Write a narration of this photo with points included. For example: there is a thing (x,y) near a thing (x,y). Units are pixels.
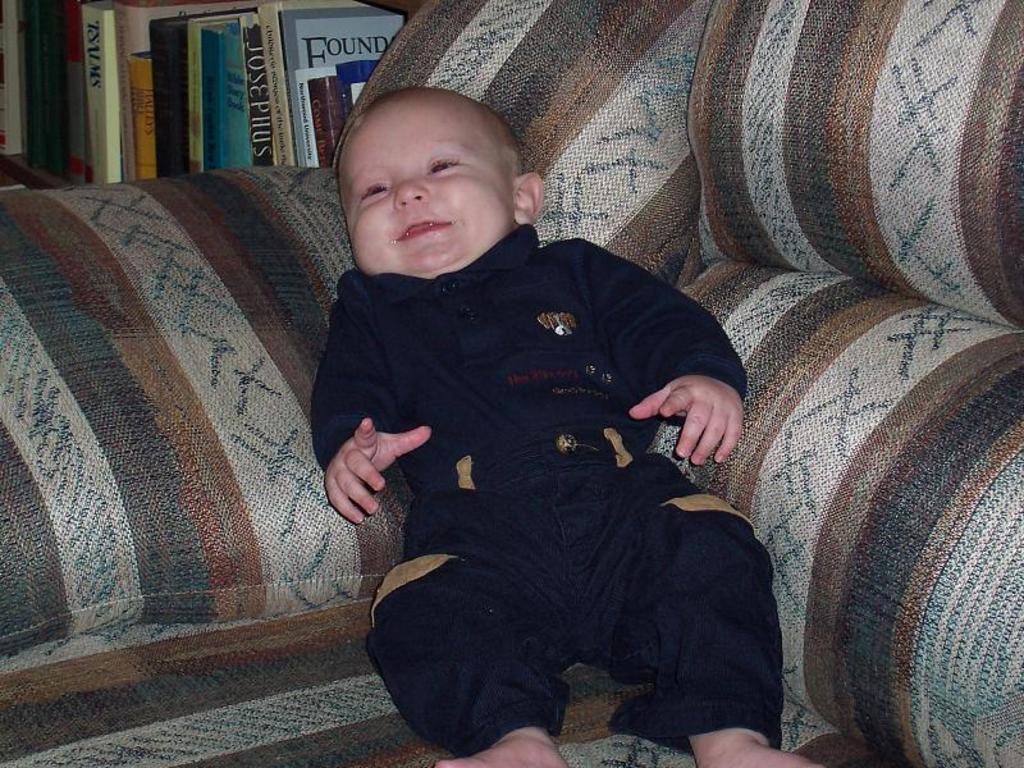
This image is taken indoors. In the background (203,84) there are many books (153,59). In the middle of the image (474,295) a baby (434,294) is lying on the couch (349,675).
